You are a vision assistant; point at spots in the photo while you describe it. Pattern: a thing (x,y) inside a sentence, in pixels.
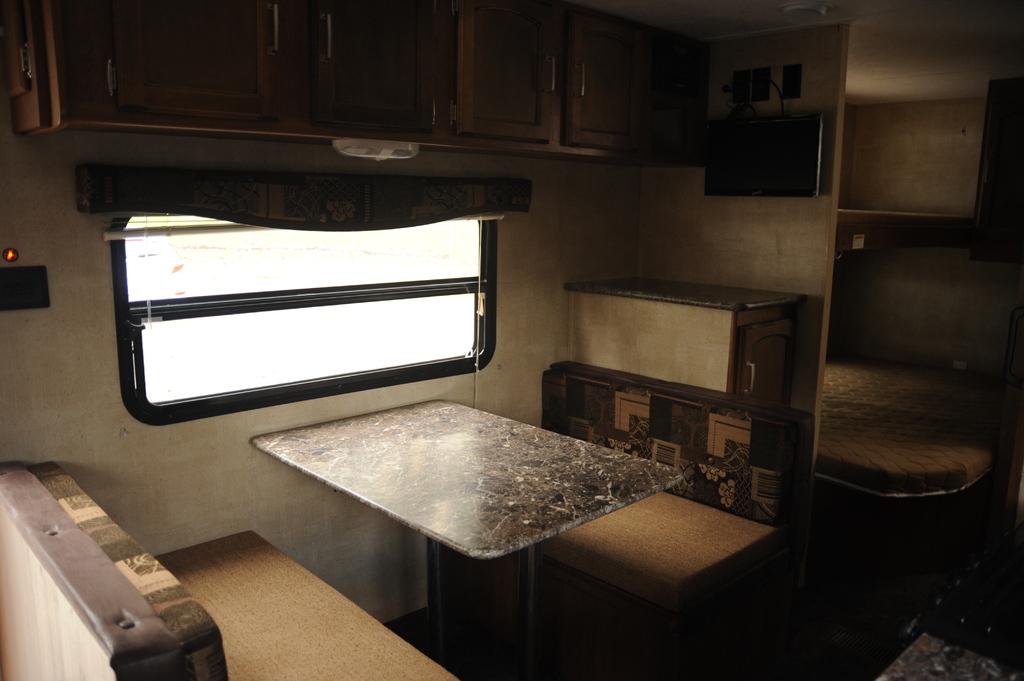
In this image I can see a table (478,449), few benches (327,602), a bed (906,422), the wall (829,189), few cupboards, a television (736,157), a light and the window (315,263).
